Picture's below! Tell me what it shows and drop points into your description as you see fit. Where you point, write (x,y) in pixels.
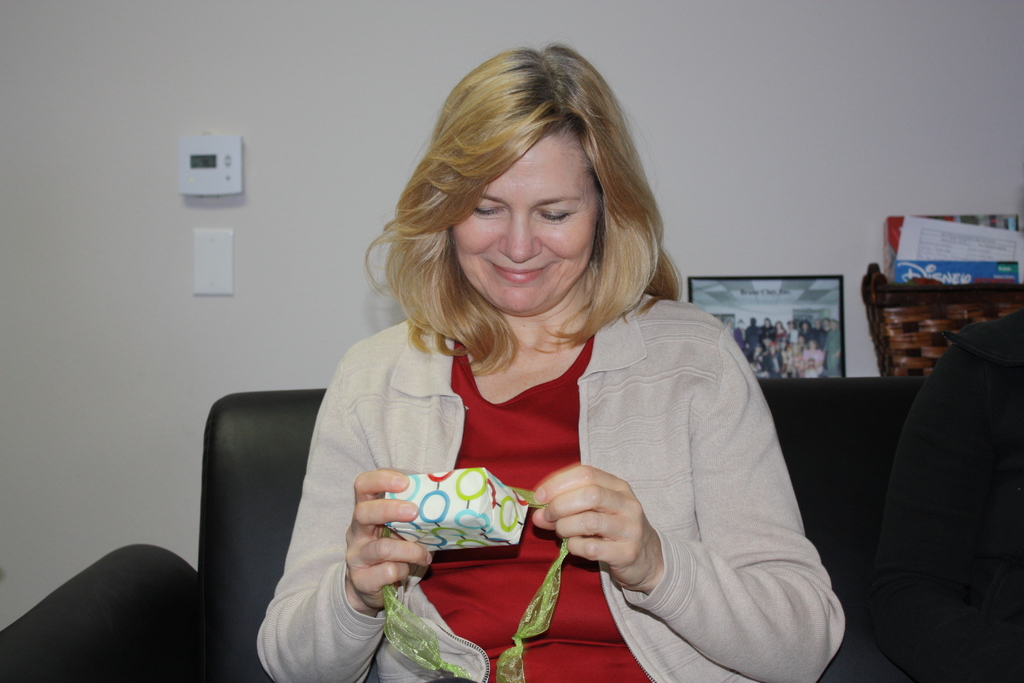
In this image I can see a woman (588,466) is sitting on the sofa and looking at the thing (481,506) in her hand (583,533) and smiling. Behind her there is a photograph (783,333) to the wall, she wore red color dress (533,458) and other color sweater (676,476).
